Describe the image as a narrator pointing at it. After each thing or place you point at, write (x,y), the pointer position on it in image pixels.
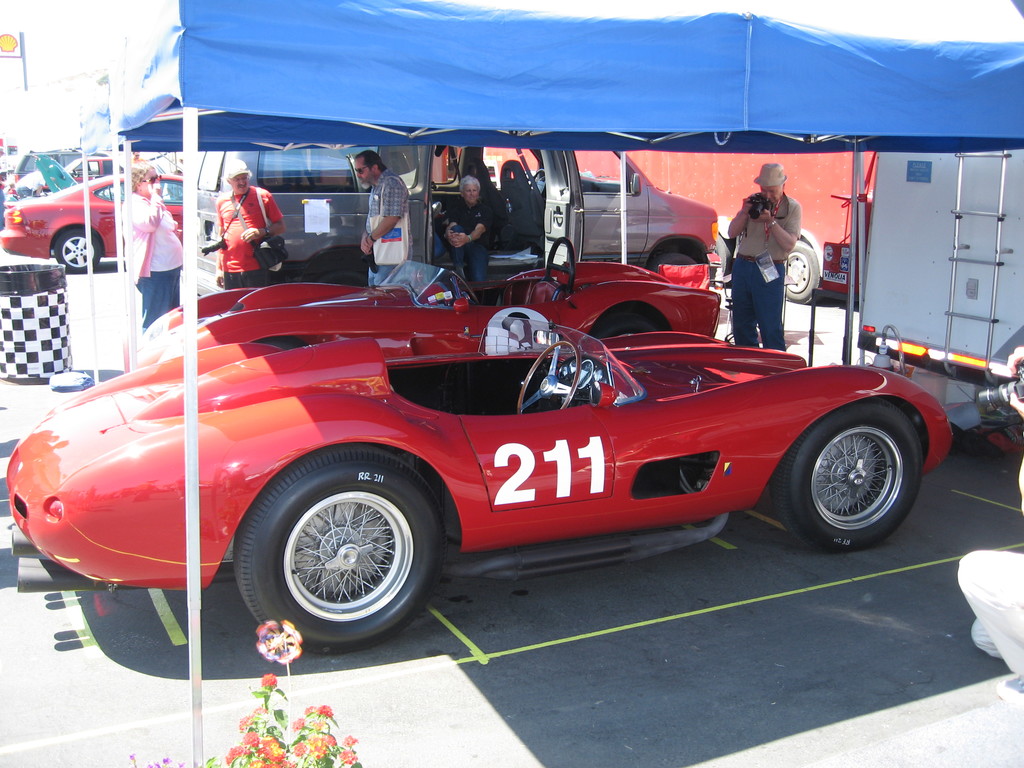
There are many vehicles (425,299). Some people (227,203) are there. Some are holding cameras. Also there are tents (498,50). On the right side (938,221) there is a vehicle (915,267) with ladder (946,313). On the left side (33,317) there is a bin (19,320). At the bottom (311,715) there is a plant (278,735) with flowers (324,709).
